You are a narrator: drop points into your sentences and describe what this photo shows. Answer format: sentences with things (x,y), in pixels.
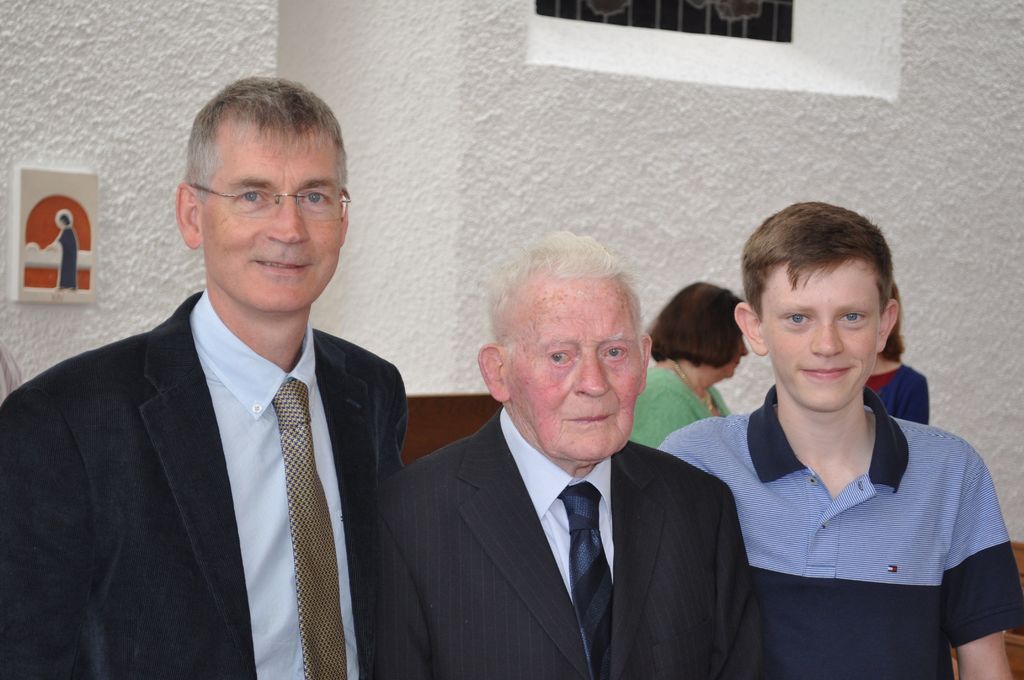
In this picture I can observe three members (476,432). Two of them are wearing coats (215,642) and one of them is wearing T shirt (836,573). In the background (532,157) I can observe a wall (488,137).
